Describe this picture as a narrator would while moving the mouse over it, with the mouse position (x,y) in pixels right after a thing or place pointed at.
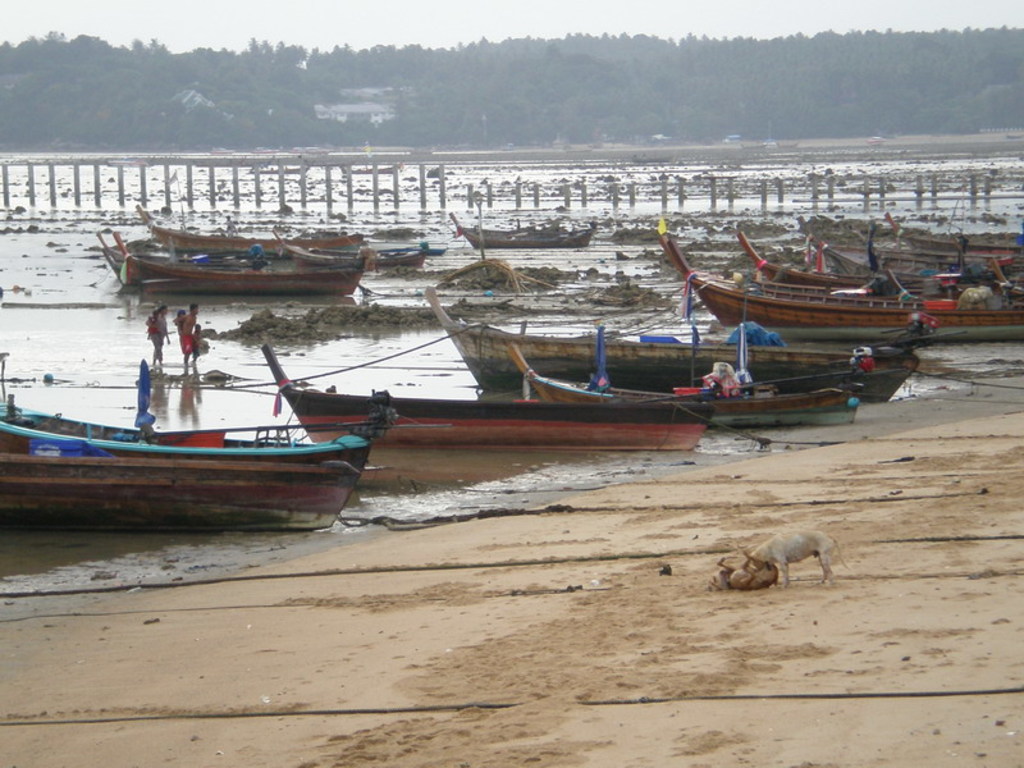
In this image we can see a lake (526,316). There are few persons (193,344) at the left side of the image (194,361). There are barriers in the image. There are many water crafts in the image. There are many trees (402,90) in the image. There are few houses (374,109) in the image. There are two dogs (783,555) in the image. We can see the sky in the image.
